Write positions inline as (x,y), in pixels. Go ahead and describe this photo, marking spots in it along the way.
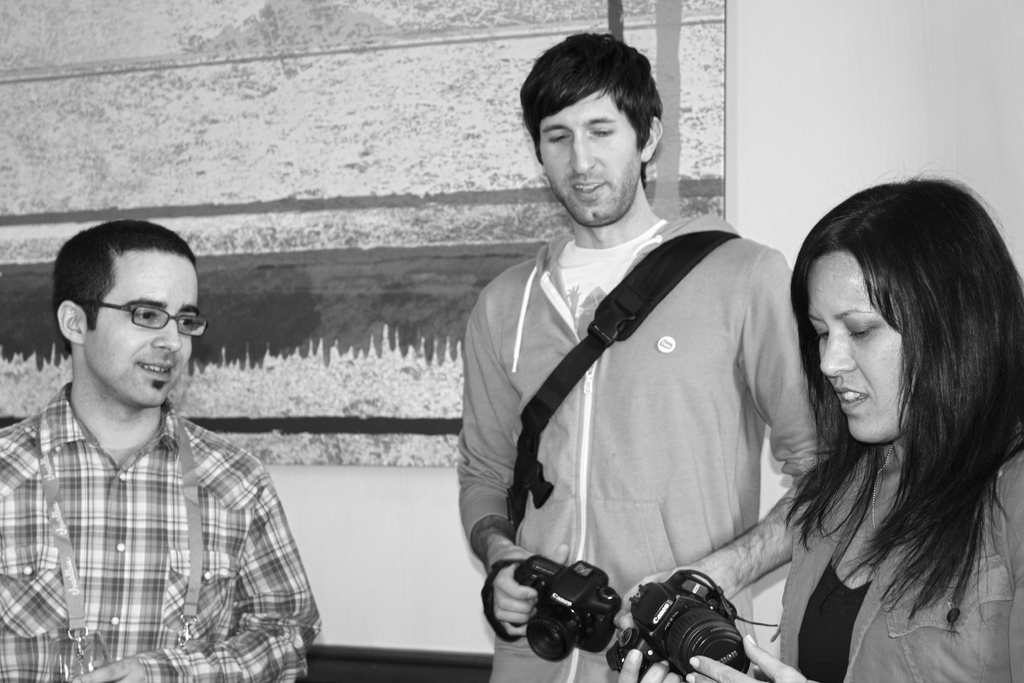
In this picture we can see two men (538,368) and one woman (952,449) where this two are holding cameras (578,591) in their hands (729,674) and here on left side (126,440) man (125,390) is smiling and in the background (761,125) we can see wall (784,137) with frames (285,263).
